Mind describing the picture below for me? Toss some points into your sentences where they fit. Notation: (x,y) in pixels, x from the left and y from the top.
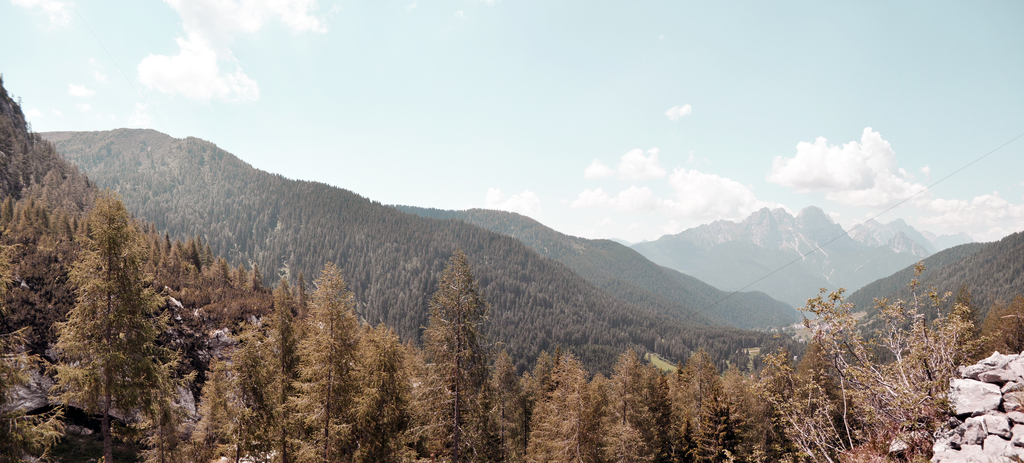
In the picture there are many tall trees (140,327) and behind the trees (188,243) there are few huge mountains (540,255).
